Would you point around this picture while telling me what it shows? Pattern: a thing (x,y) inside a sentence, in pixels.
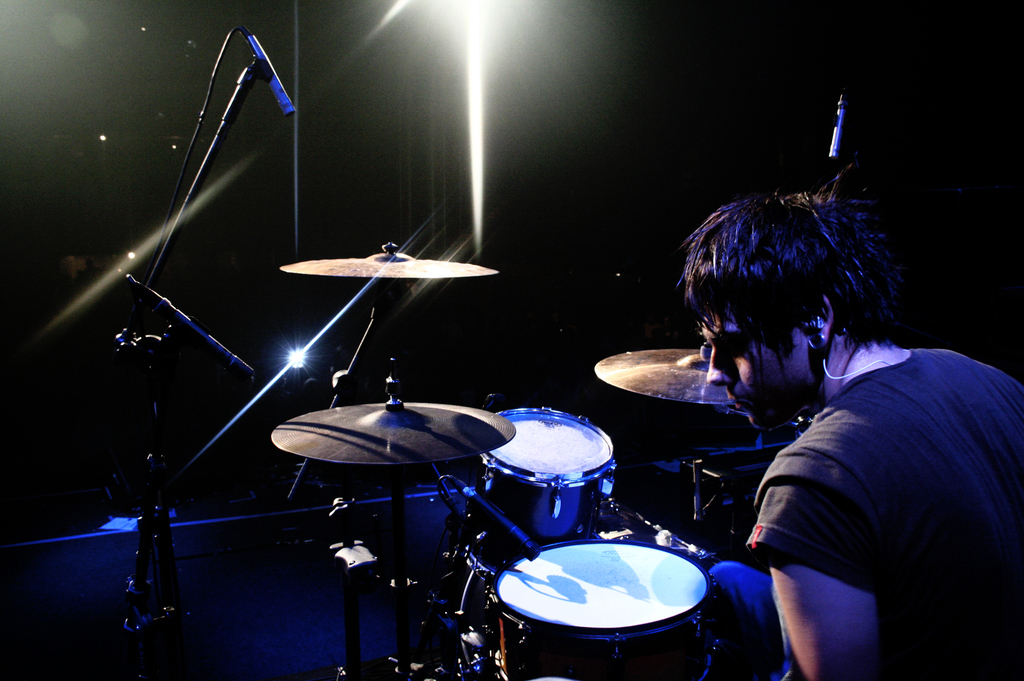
In this picture we can see a person (803,515), in front of the person (784,532) we can find few drums (511,560), musical instruments (579,537), microphones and a light (486,22).
